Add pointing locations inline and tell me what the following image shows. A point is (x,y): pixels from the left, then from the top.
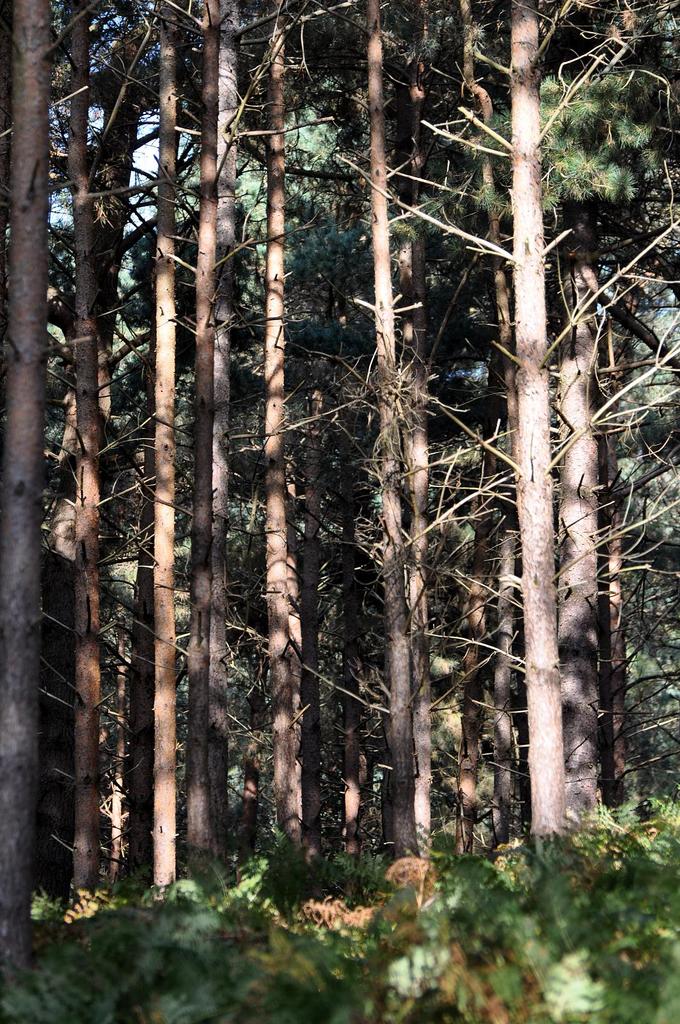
In this picture we can see trees (395,355), at the bottom (597,997) there are some plants (431,930), we can see the sky (140,145) in the background (108,43).
